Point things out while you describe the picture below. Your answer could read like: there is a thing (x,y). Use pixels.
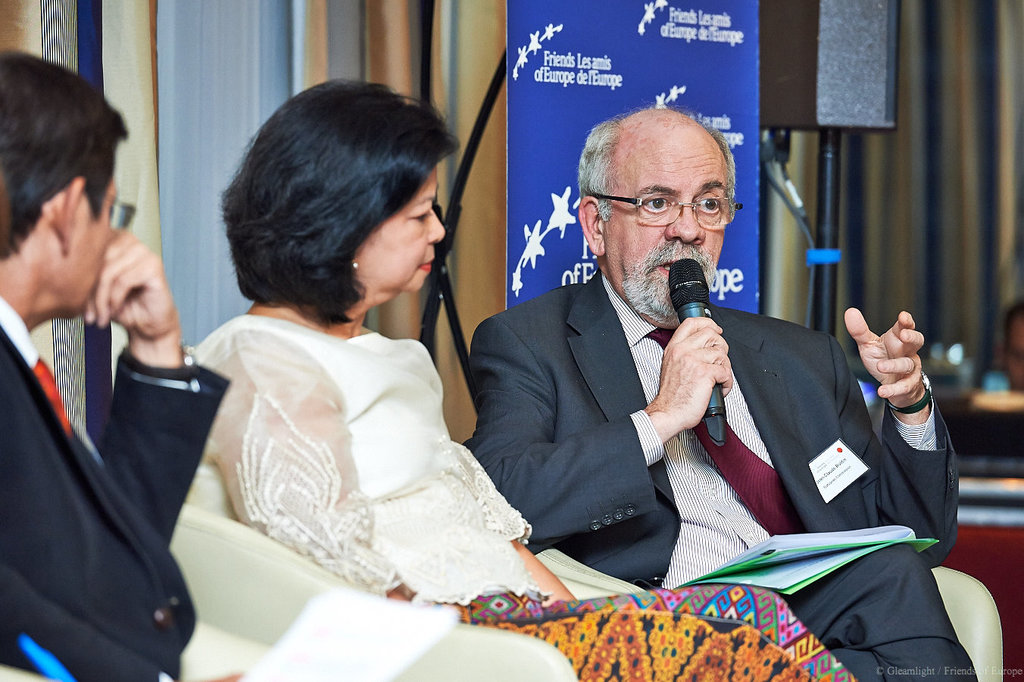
In this image, there are two men (78,500) and a woman (408,515) sitting on the chairs (587,580). This man (691,503) is holding a mike (690,302) in his hand (700,351) and speaking. This looks like a banner (747,191). I think this is a speaker (819,121) with the stand (831,198). In the background (499,149), these look like the curtains (356,47) hanging. At the bottom of the image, I can see the watermark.
